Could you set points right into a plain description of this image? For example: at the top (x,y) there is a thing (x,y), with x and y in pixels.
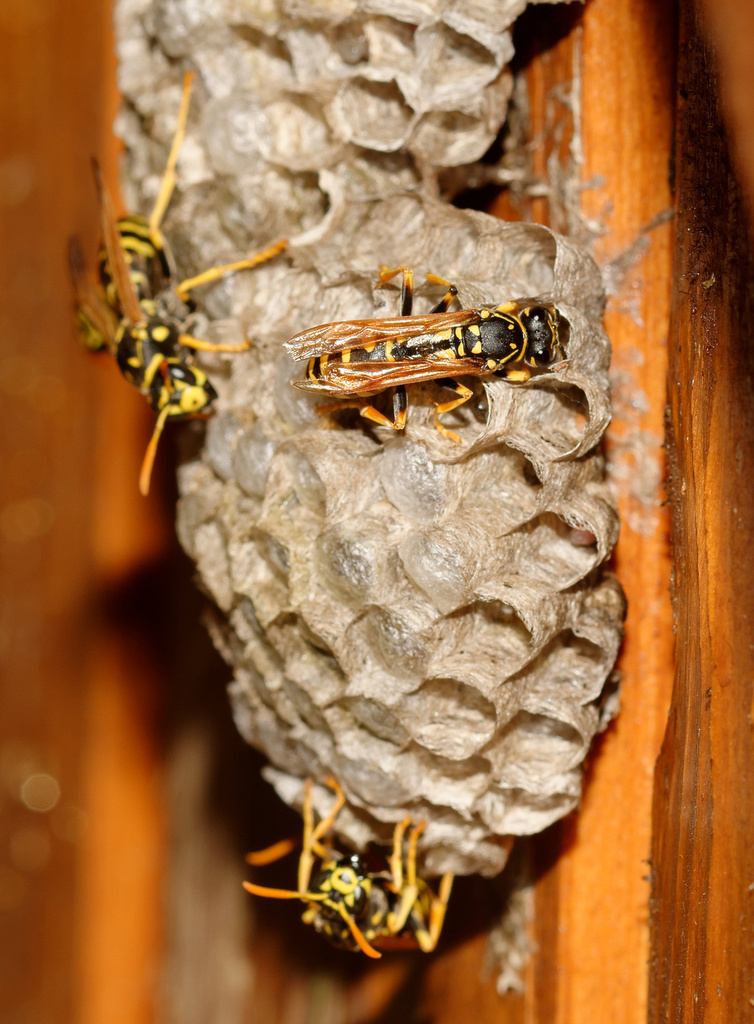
In the picture we can see a wooden plank (720,212) to it we can see a wasp nest (394,632) with three wasps (266,860) on it.
